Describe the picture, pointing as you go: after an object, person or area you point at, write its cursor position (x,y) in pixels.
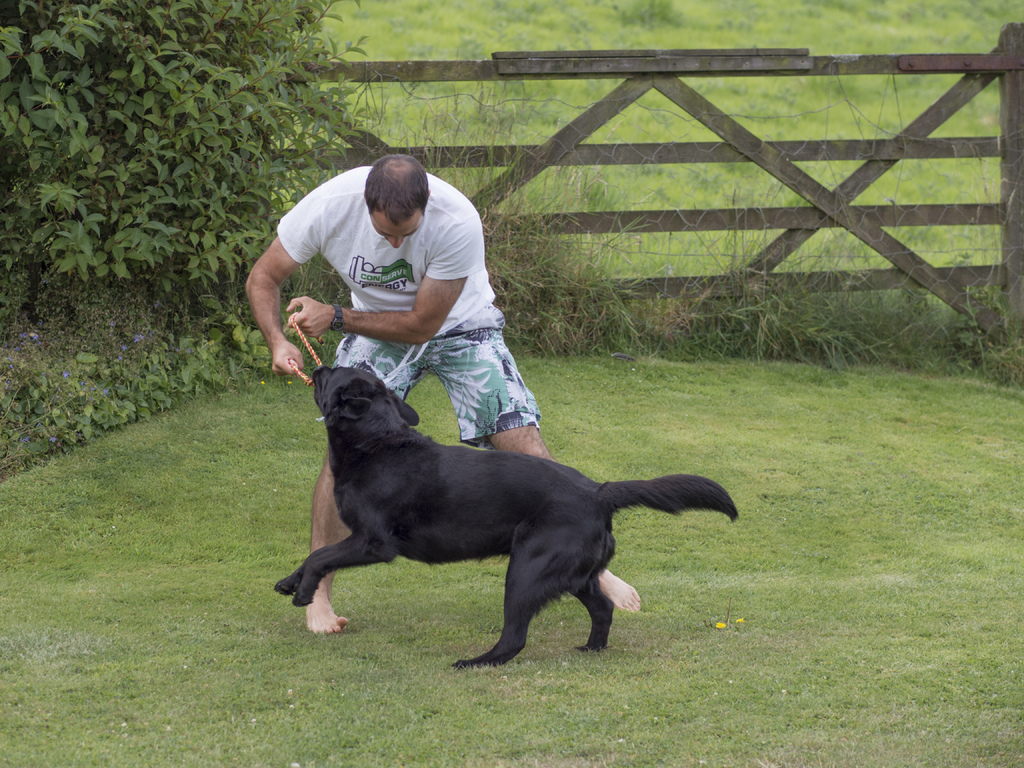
In the center of the image (395,325) there is a man (395,343) and dog (352,374) on the grass (476,702). On the left side of the image (163,217) we can see a tree (103,185). In the background (860,197) there is a fencing (786,180) and grass (747,97).
